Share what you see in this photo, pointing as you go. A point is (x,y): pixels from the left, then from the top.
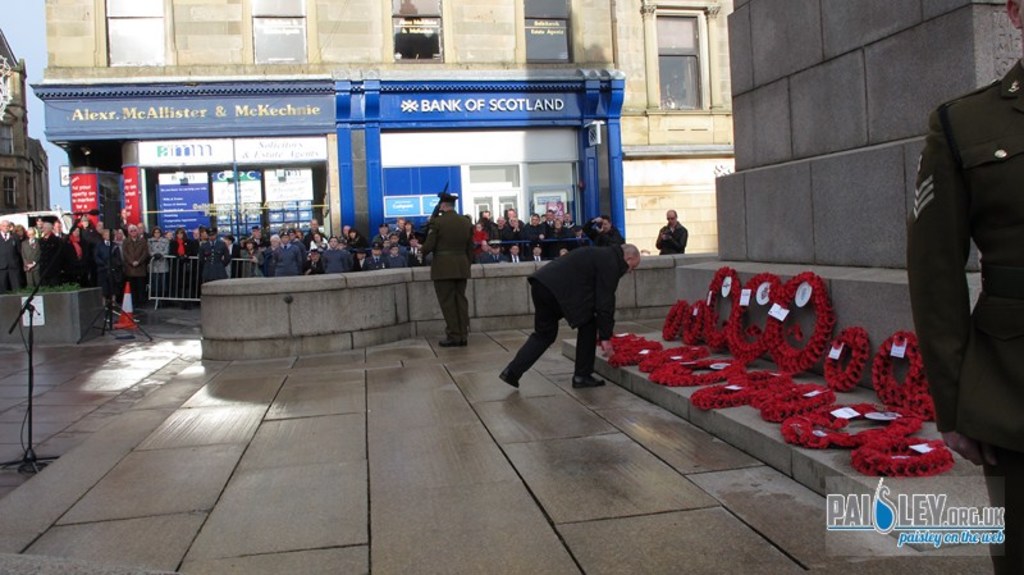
In this image there are red flower garlands (738,343) kept on the floor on the right side (772,339). In the background (142,233) there is crowd (153,240) who are standing on the road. Behind them there is a bank (466,155) on the right side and a store (171,153) on the left side (182,179). Above them there is a building (273,63). In the middle (455,223) there is an officer (436,266) standing on the floor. On the left side (123,315) there are mics (106,309) and a safety cone (123,315).
